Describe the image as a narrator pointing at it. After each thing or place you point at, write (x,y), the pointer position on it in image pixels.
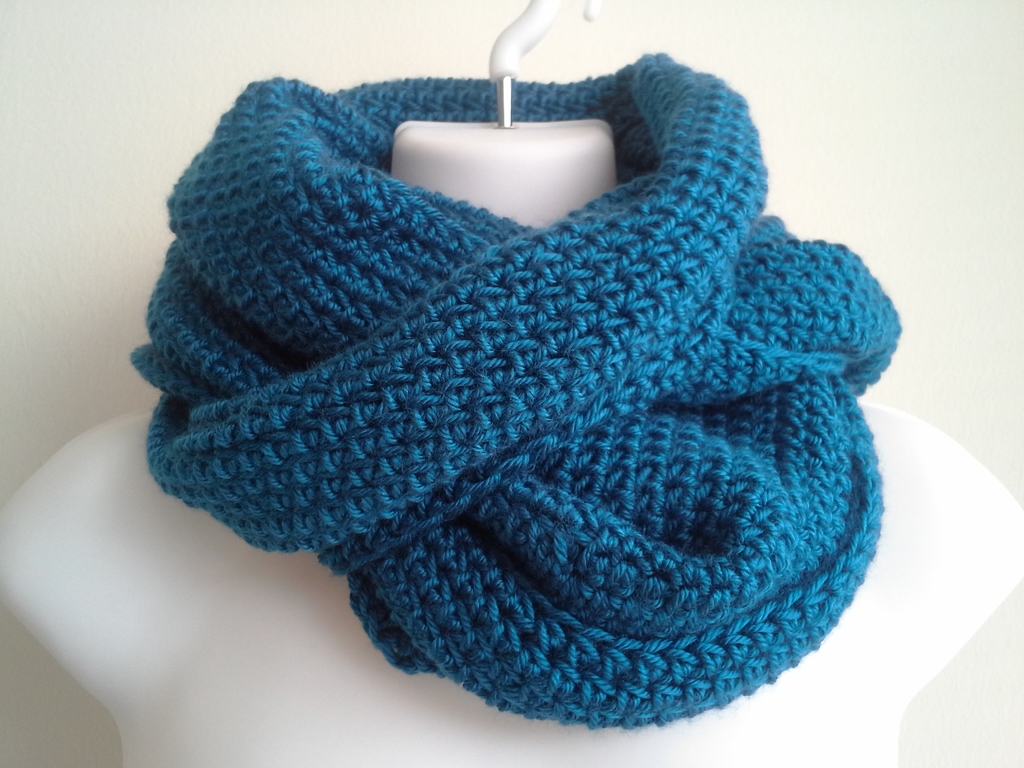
In this image I can see the white color mannequin (246,546). To the mannequin (288,686) I can see the blue color woolen cloth (527,332). In the back (29,180) I can see the white wall (16,163).
